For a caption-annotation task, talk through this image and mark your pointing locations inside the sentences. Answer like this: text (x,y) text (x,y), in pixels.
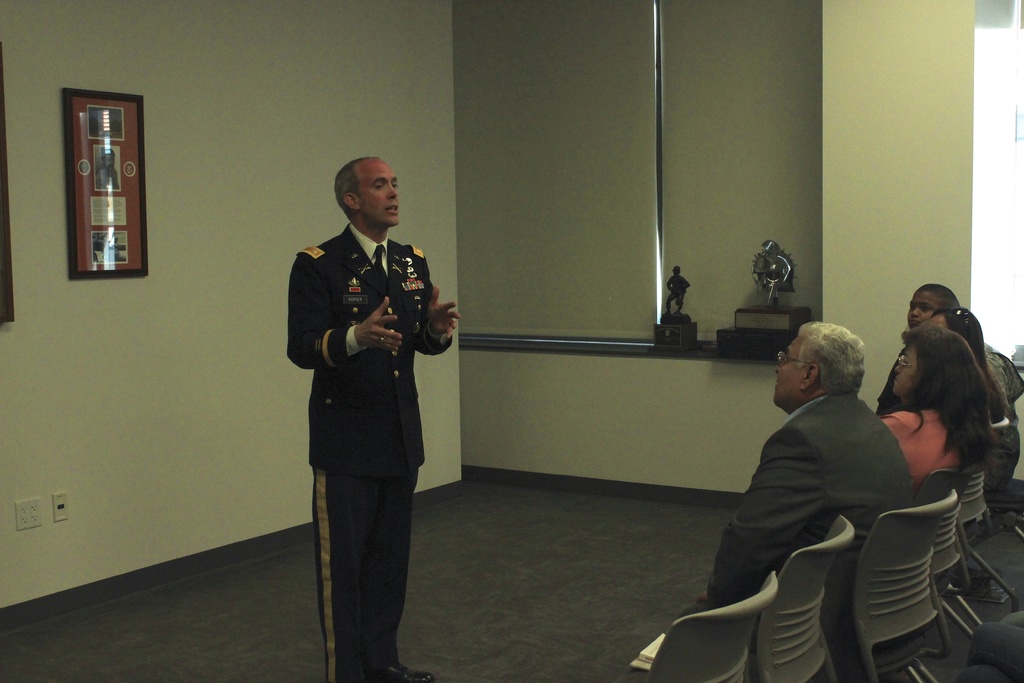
This is the picture of a room (626,177). In this image there is a person (407,482) standing and talking and there are group of people (845,567) sitting on the chairs (898,551). At the back (1018,300) there are sculptures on the wall (624,406) and there is a window (1001,307). On the left side of the image (56,496) there are frames (2,310) on the wall (132,328) and there is a switch board (65,505) on the wall (95,531).
